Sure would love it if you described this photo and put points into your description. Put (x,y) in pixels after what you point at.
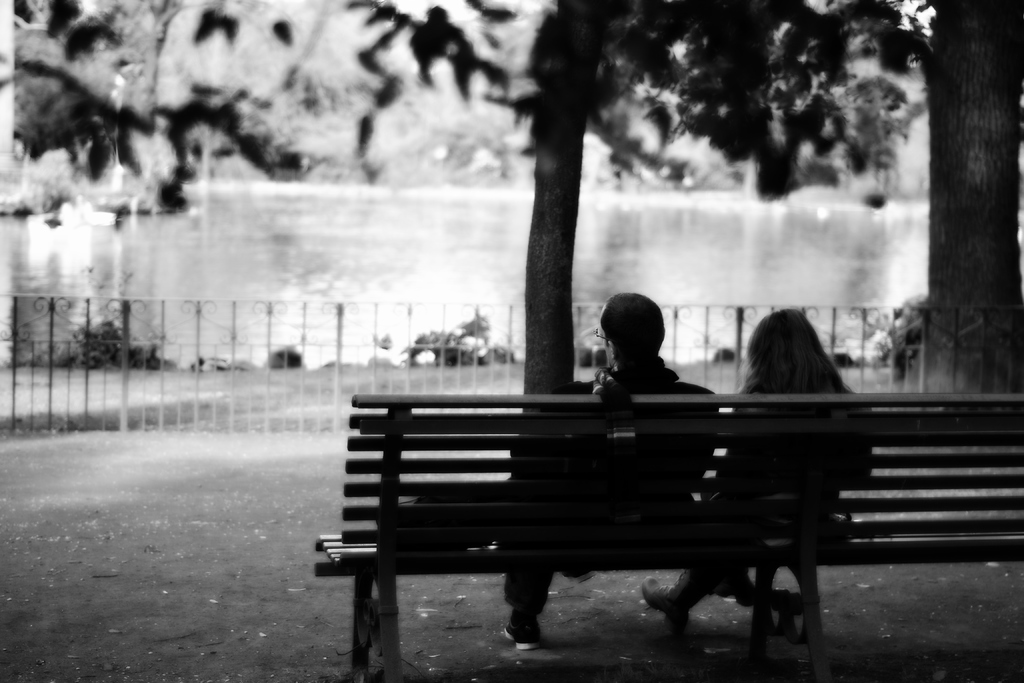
In the image there are two people (652,357) man (611,356) and woman (776,365) are sitting on bench (443,403). In background (268,140) we can see trees (668,122), lake (446,224) and plants (151,349).
